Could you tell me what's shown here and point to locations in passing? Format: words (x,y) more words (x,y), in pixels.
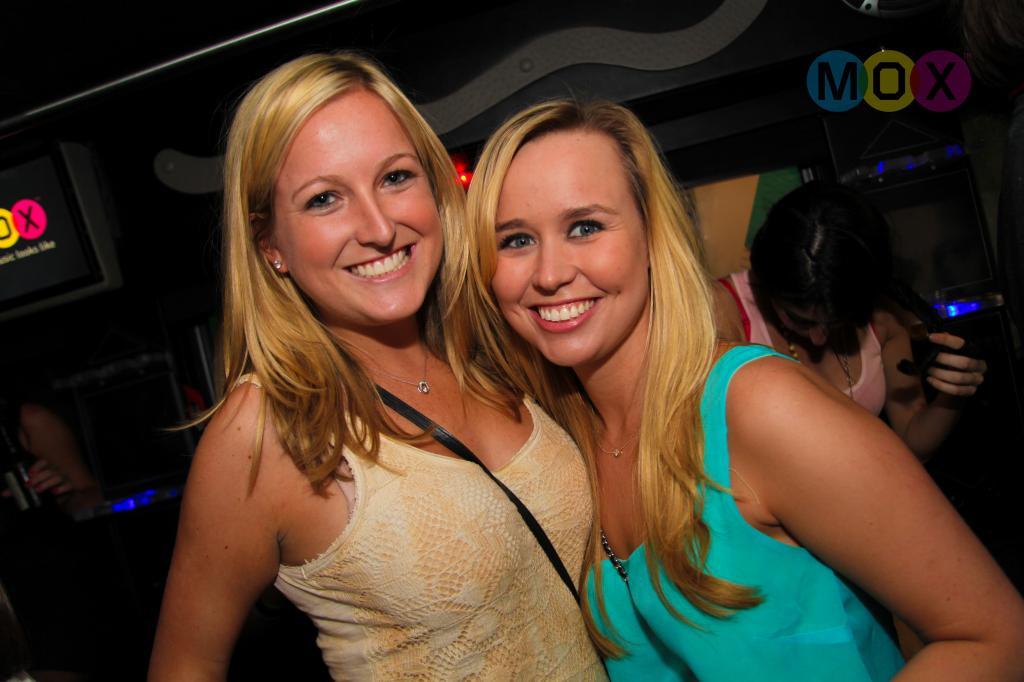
In the center of the image (552,403) we can see two persons (548,570) are standing and they are smiling. In the background (29,308) there is a wall (686,192), screen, sign board (724,213), lights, two persons (725,336) are standing and holding some objects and a few other objects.
